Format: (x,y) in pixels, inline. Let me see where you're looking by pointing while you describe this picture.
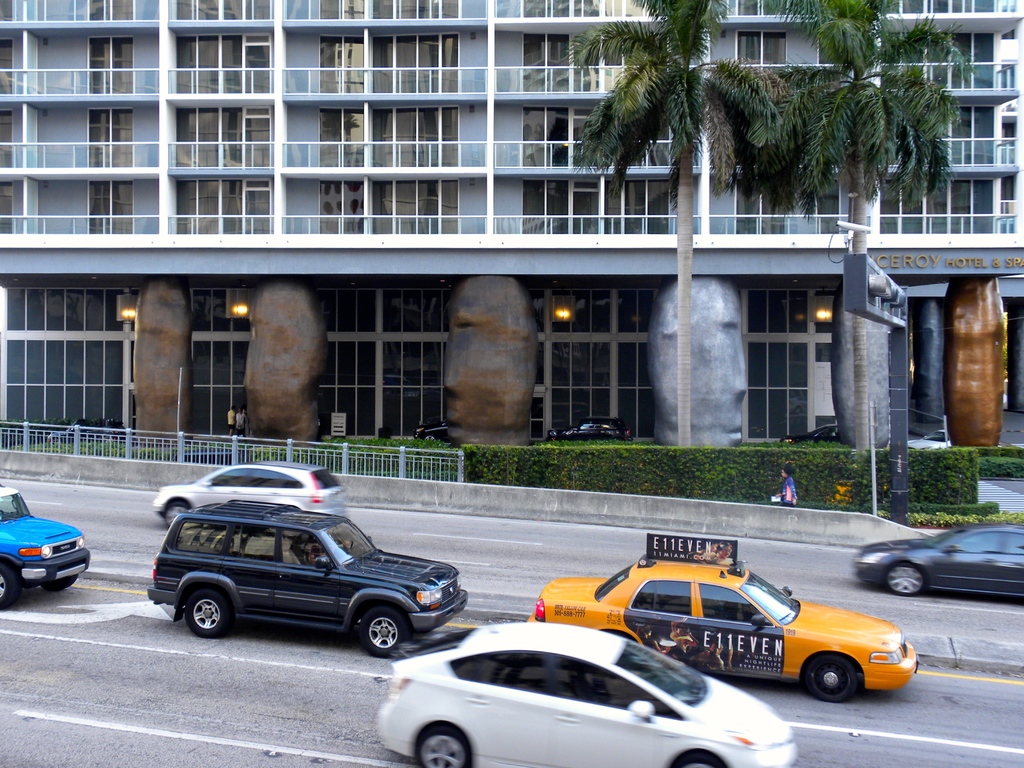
In this image we can see a road (377,534). There are cars (631,647) on the road (531,540). In the background of the image (528,323) there is a building (509,47). There are windows (353,116). There are plants (722,451), trees (843,46). There is a railing (392,449).
